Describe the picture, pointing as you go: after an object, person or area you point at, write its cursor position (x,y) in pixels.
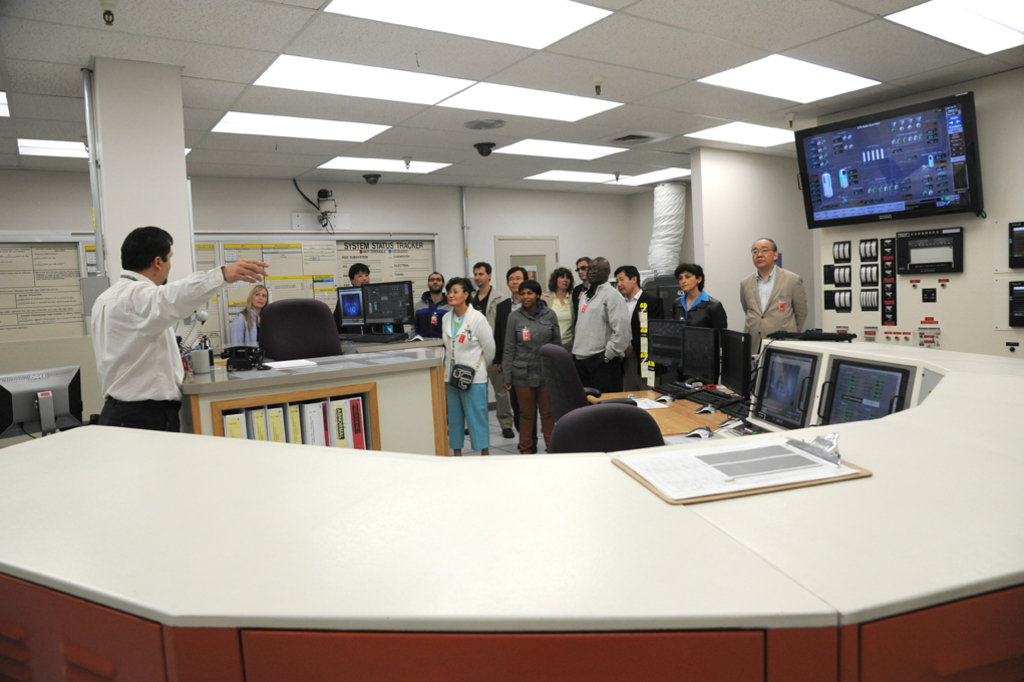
In this picture there are group of people (559,344) standing. There is a screen (873,189). There is a notepad (746,476) on the table (331,489). There is a chair (578,427).
